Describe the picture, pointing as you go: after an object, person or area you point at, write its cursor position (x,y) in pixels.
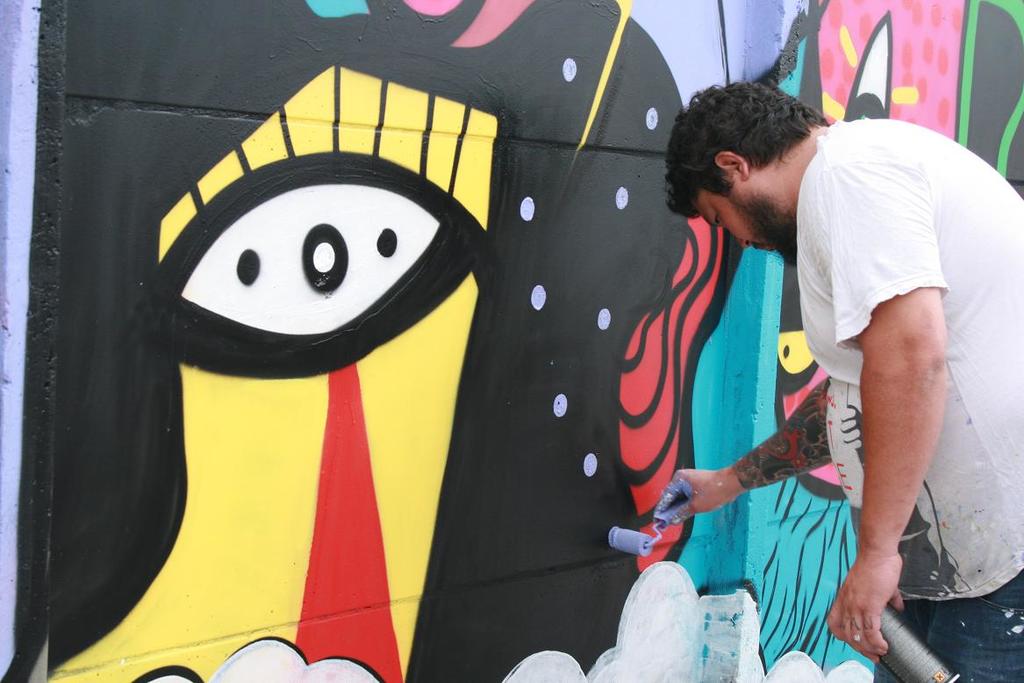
In this image there is a man (865,365) who is holding the brush (624,537) and painting the pictures (377,360) on the wall (417,197). He is holding the paint spray (888,637) with one hand (879,641) and a brush (655,532) with another hand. On the wall (535,62) there is a painting (477,552).
